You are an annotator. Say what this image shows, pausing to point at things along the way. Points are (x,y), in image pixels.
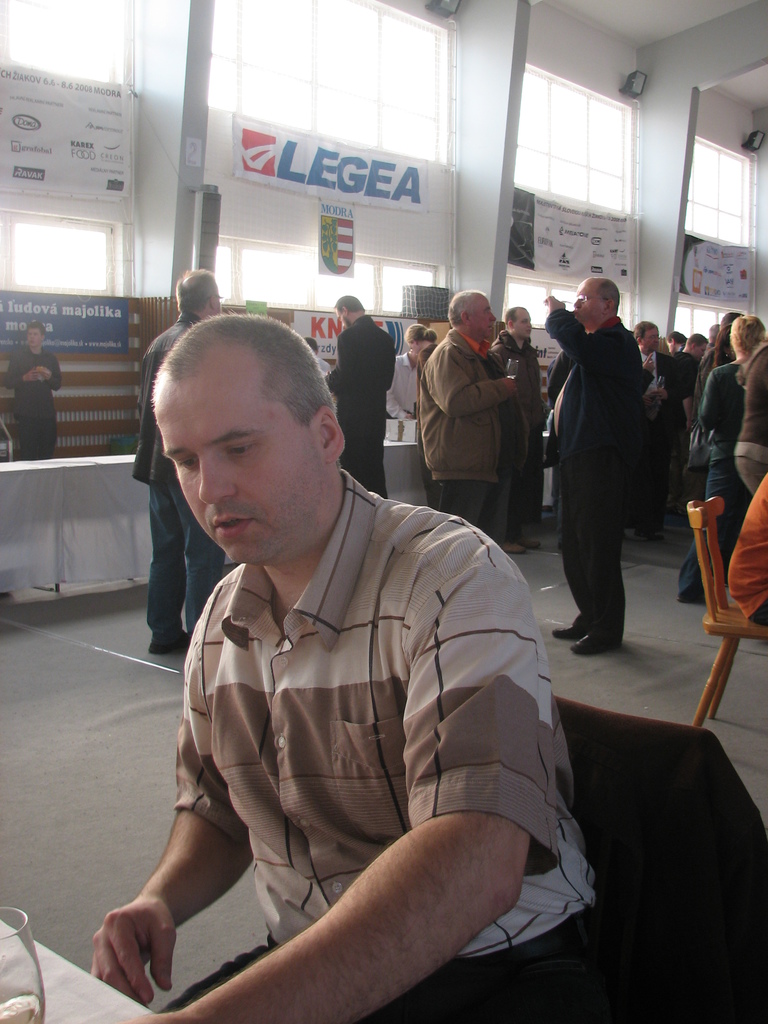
Here we can see huge window glasses (413,102) and banners (96,179). We can see all the persons (659,480) standing and busy with their own works. In Front of the picture we can see one man (371,772) sitting on a chair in front of a table (71,986) and on the table (92,1006) we can see a glass (17,973).
